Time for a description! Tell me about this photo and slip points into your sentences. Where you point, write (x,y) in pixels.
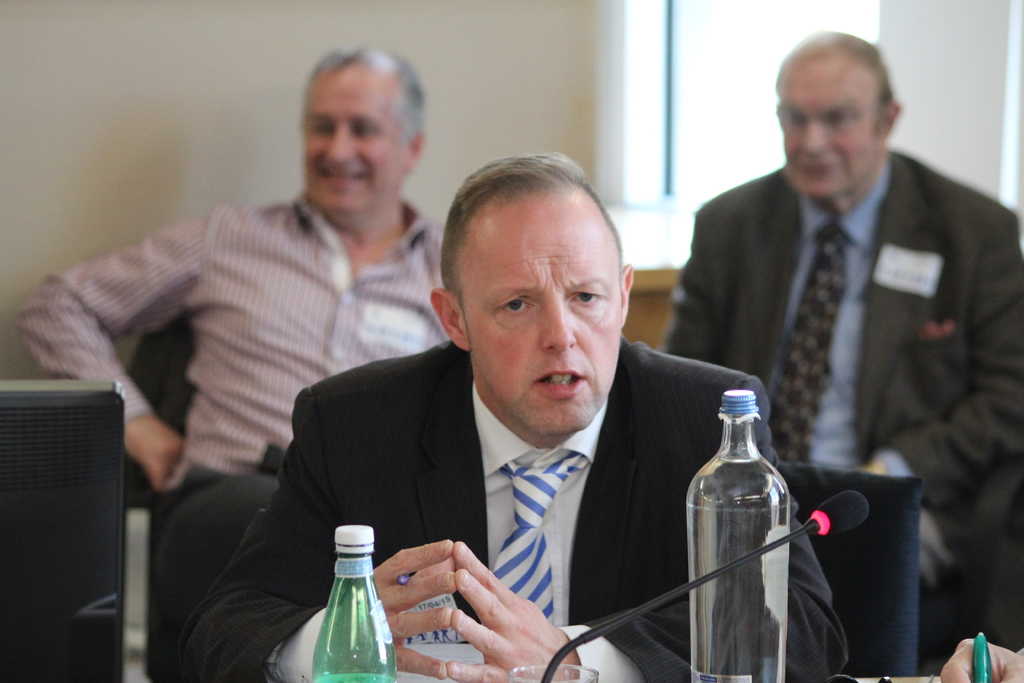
In this image I can see three men (195,275) are sitting, here I can see few bottles (697,596) and a mic (827,515). I can also see a hand (1001,666) of a person (961,642).
